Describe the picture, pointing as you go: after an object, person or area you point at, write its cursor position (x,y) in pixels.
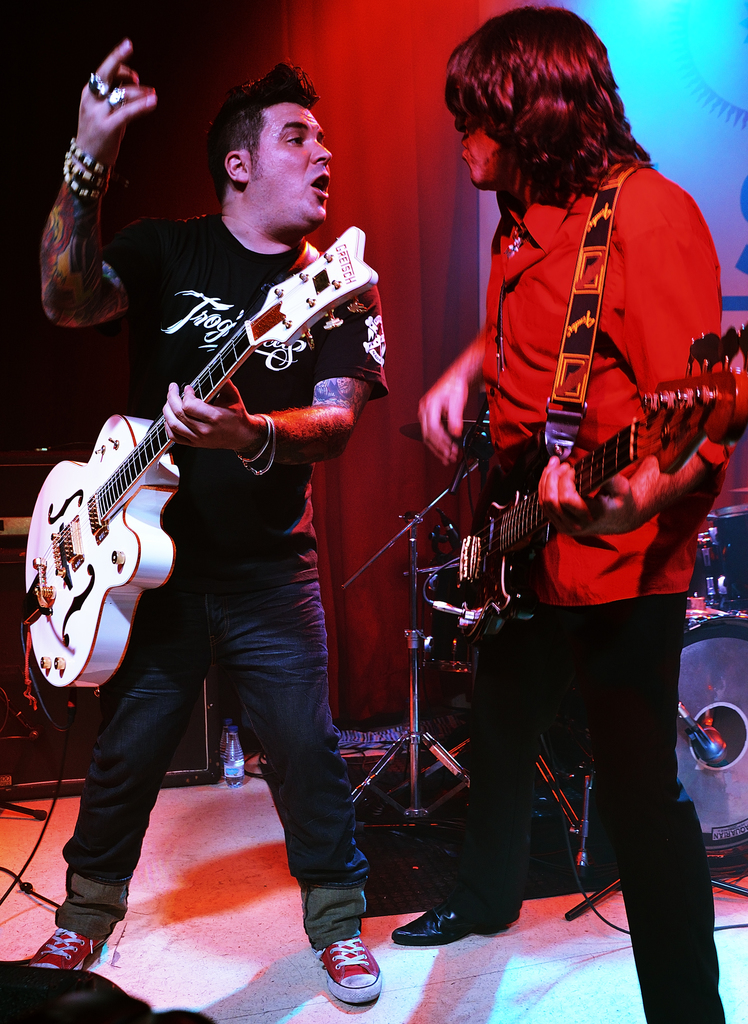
In this image i can see 2 persons (621,696) standing and holding the guitars (690,444). In the background (739,623) i can see few musical instruments (739,634).
